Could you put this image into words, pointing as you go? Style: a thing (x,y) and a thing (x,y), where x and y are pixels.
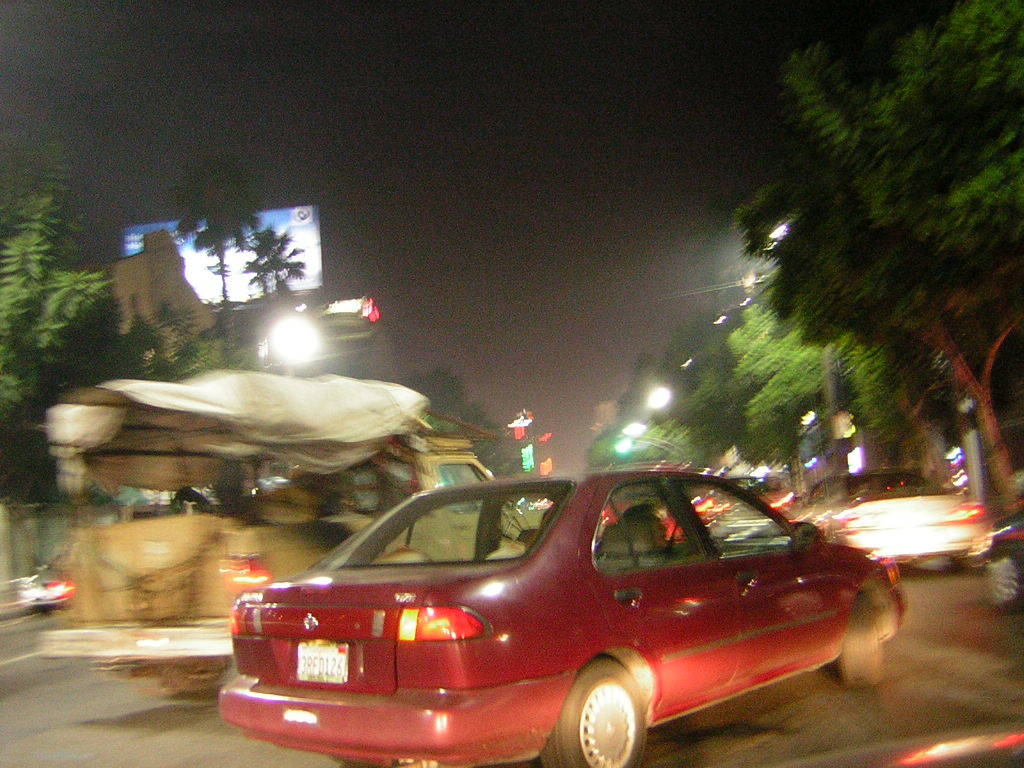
In the picture we can see a car (453,651) on the road (10,695) and beside it, we also can see some cars (924,535), trees (261,233), lights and the sky (350,286).
